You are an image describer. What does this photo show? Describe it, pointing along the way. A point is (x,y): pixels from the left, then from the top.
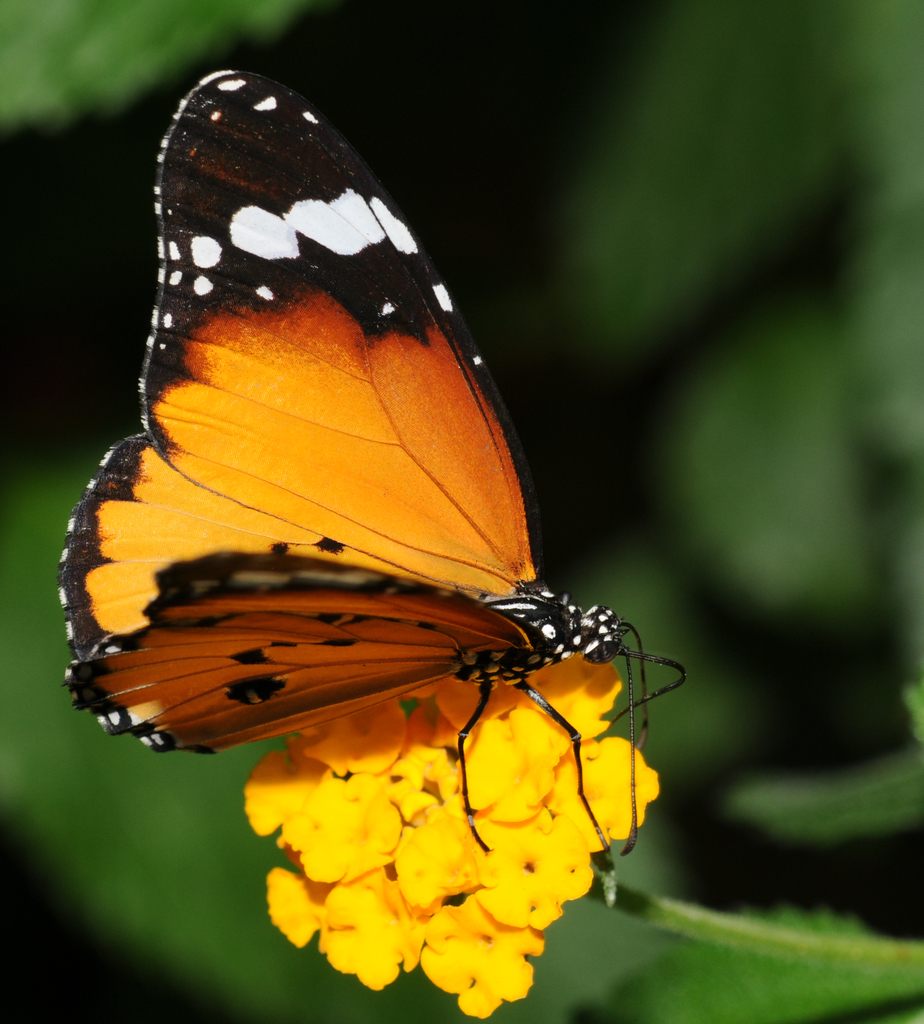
In this picture we can see a butterfly (349,533) on the flowers (436,815).
